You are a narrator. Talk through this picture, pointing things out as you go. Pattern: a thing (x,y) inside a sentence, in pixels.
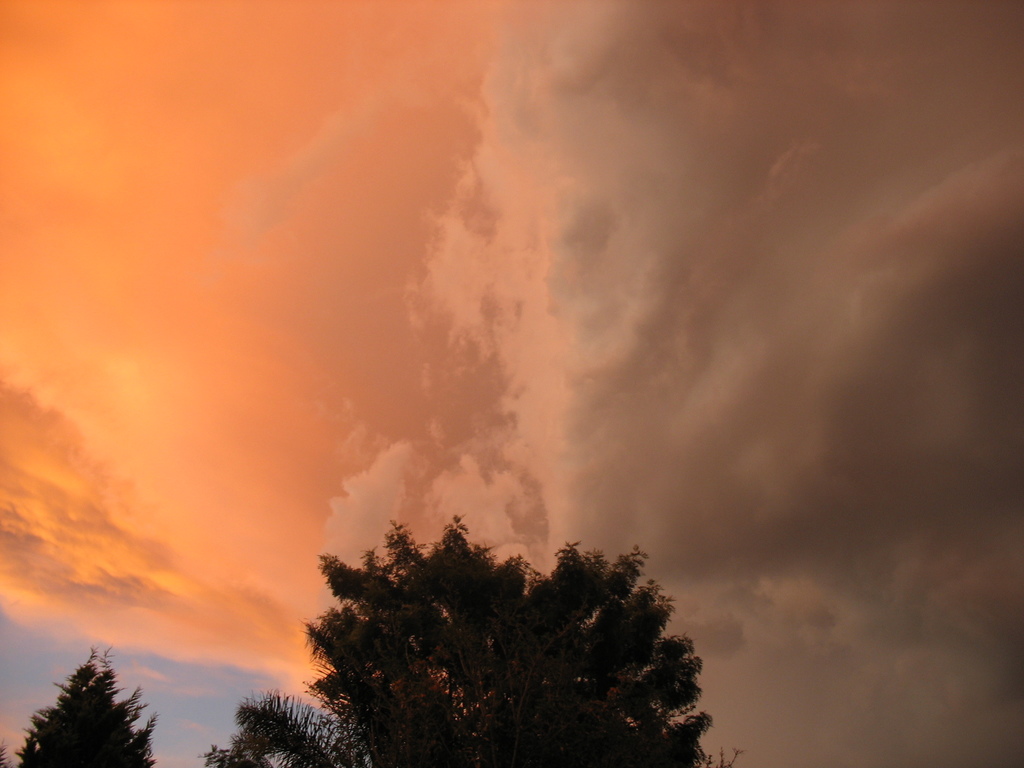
In this image at the bottom (361,668) there are some trees (384,684), and at the top of the image (386,179) there are clouds (341,475) and sky (177,719).
